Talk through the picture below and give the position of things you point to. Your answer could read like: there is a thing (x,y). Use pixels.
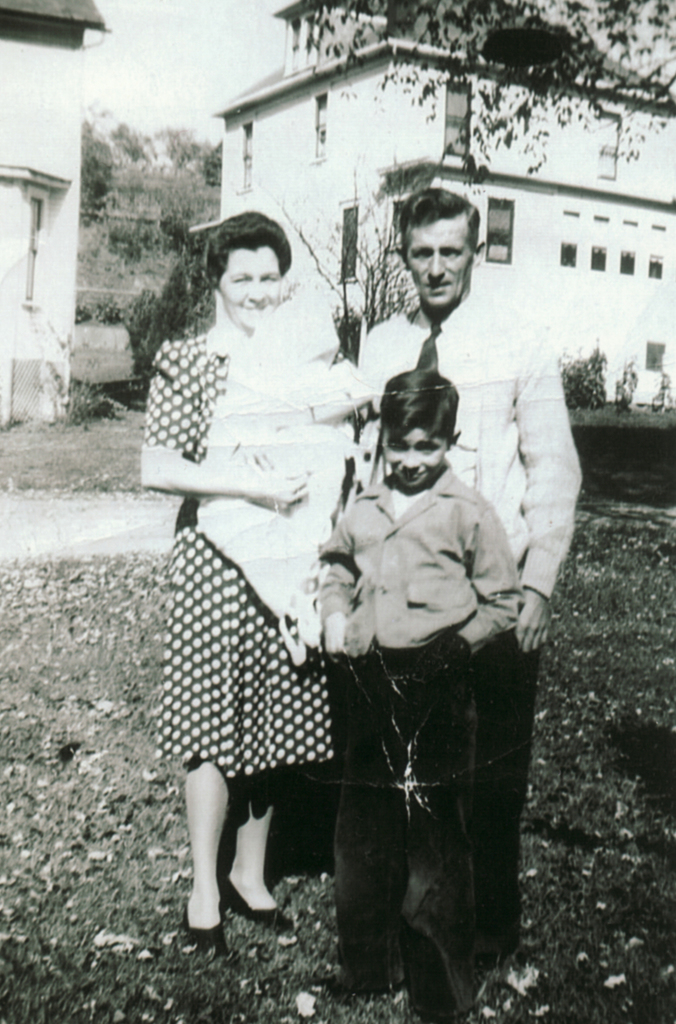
It is a black and white picture. In the front of the image (463,818) there are people (349,384). Among them one person (265,318) is holding an object (283,571). In the background of the image (595,357) there are buildings (416,125), trees (473,53), plants (195,324) and sky (168,35).
